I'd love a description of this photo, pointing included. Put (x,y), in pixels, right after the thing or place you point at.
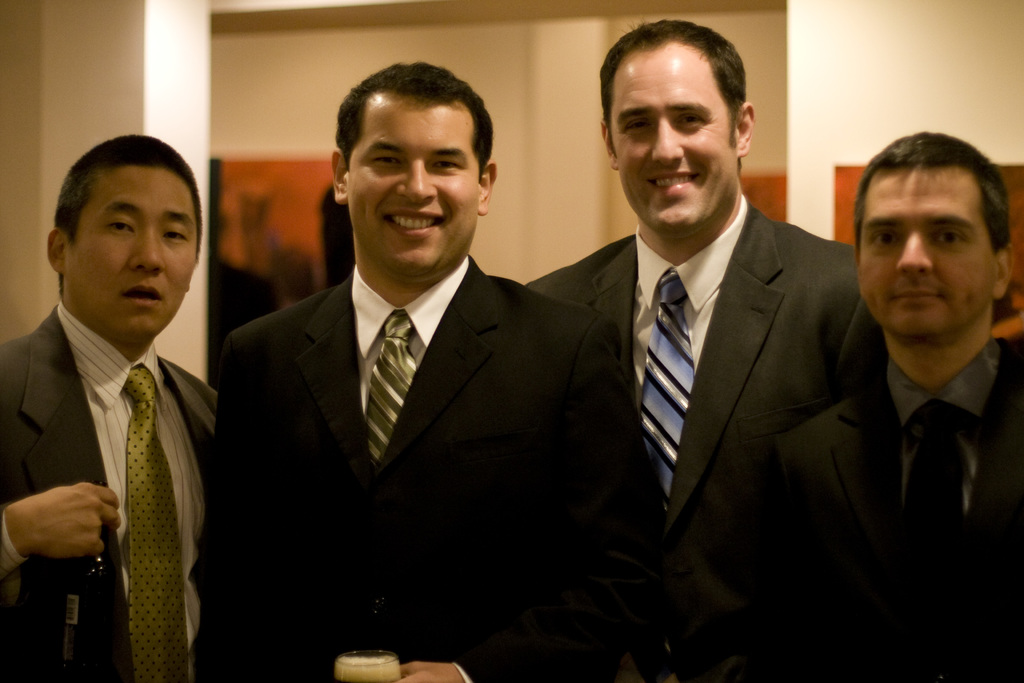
There are four men (139,256) standing here. All of them are wearing a coat (434,435), shirt (185,486) and a tie (165,488). The two men (636,399) in the middle (372,281) are smiling. One of the guy (421,242) in the middle (449,309) is holding a cup (364,663) in his hand (429,667). Behind them there is a wall (524,168).
